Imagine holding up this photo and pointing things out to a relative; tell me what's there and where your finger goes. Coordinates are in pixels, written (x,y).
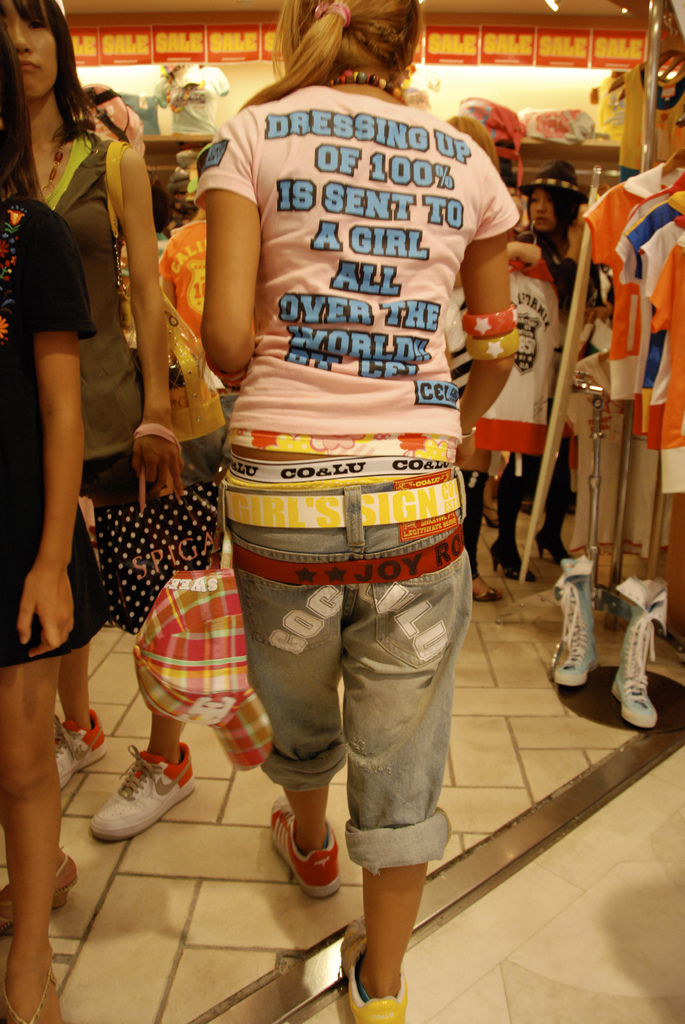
In this picture we can see a woman (281,360) wearing a pink t-shirt (306,328) walking in the cloth store (160,142). Behind there are some people (44,274) and on the right corner (662,271) we can see some clothes (630,286) on the stand (623,514).
